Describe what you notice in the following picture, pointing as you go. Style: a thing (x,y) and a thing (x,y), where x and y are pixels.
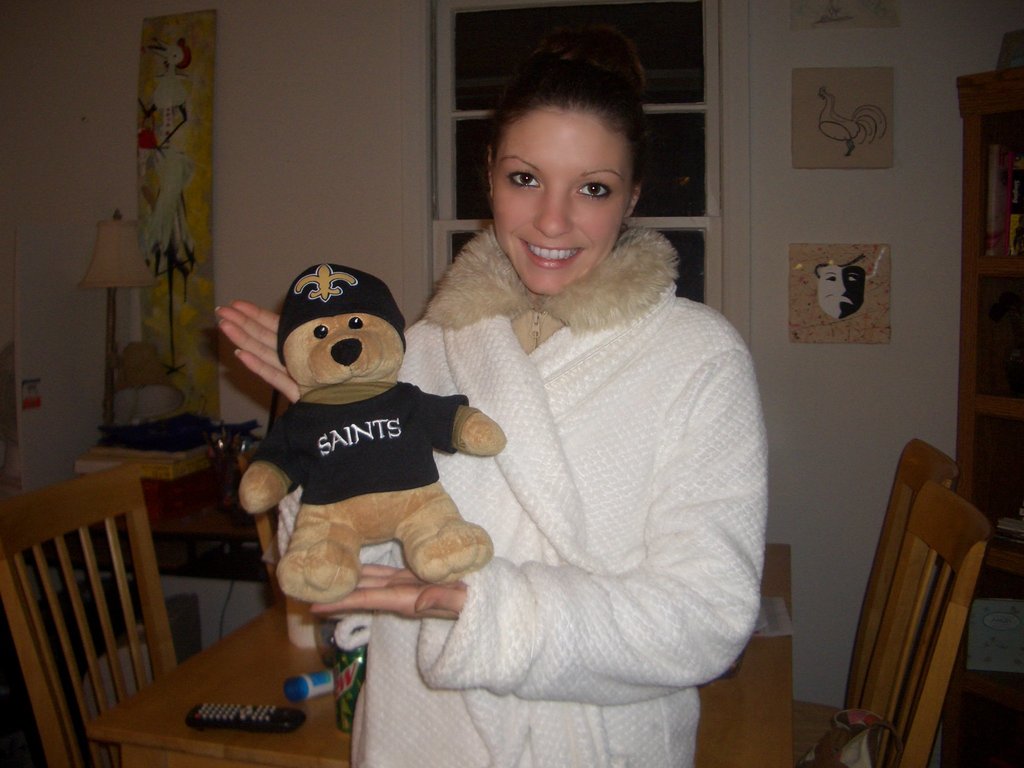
This image is clicked in a room (838,485). There is a table (234,669) and chairs (954,538) and there is a person (603,602) in the middle (594,424) who is wearing white sweater (608,449). She is holding a teddy bear (433,516) in her hand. There is a light (120,277) on the left side (108,413) and there are photo frames (831,76) on the right side (853,149). There is a bookshelf (962,359) on the right side (973,386). On the table (270,688) there is a remote (296,716), box (322,679).
